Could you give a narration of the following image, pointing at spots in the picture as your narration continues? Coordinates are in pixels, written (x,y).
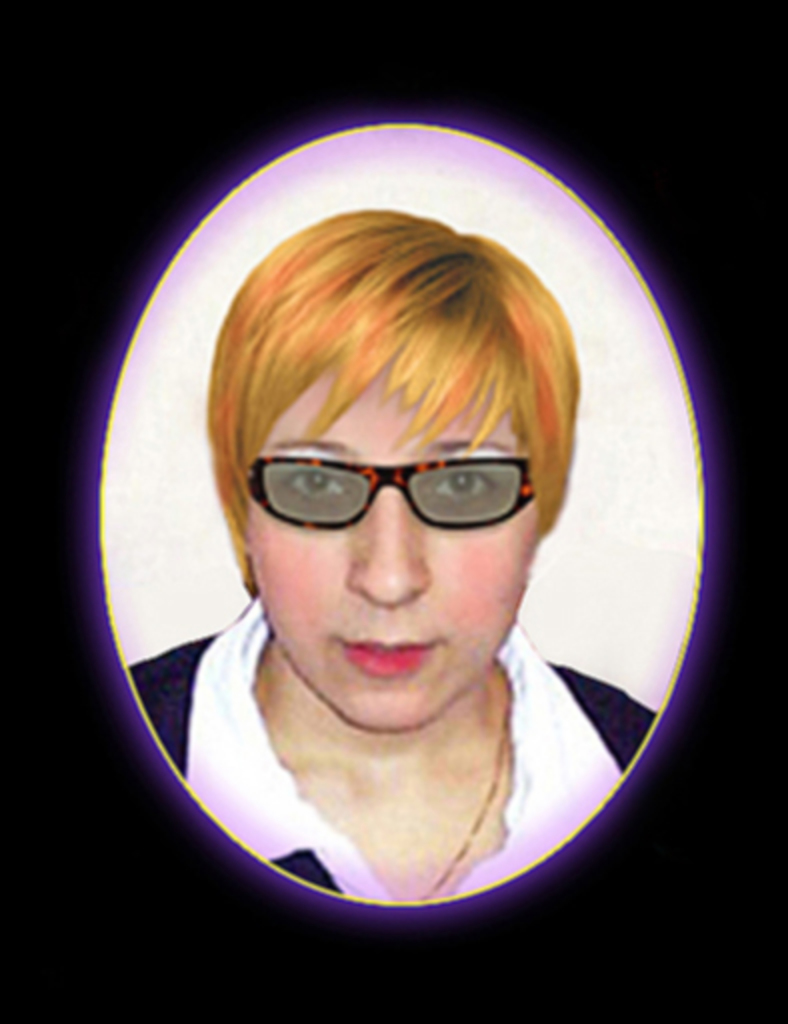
In this image, we can see a lady (367,518) wearing glasses (414,511).
